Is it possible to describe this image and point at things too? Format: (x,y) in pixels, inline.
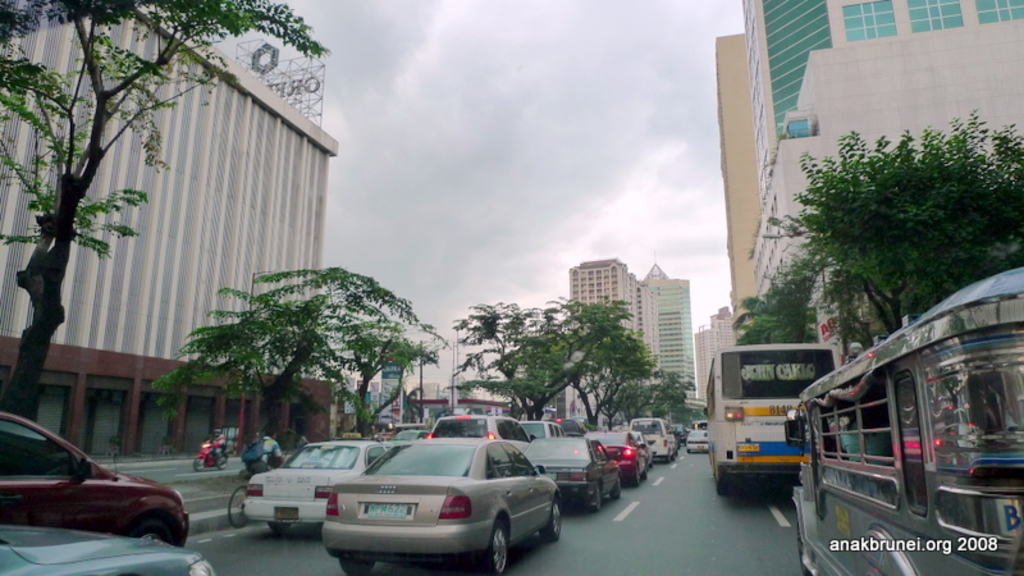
This picture shows few buildings (603,266) and we see trees (941,288) and few cars (300,465) and a bus (744,414) and we see a mini bus (838,561) on the road (240,544) and we see a man (270,442) riding bicycle (242,494) and we see a man (215,449) moving on the motorcycle (207,461) on the other side of the road (227,467) and we see Hoardings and a cloudy sky (466,223) and we see text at the bottom right corner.
